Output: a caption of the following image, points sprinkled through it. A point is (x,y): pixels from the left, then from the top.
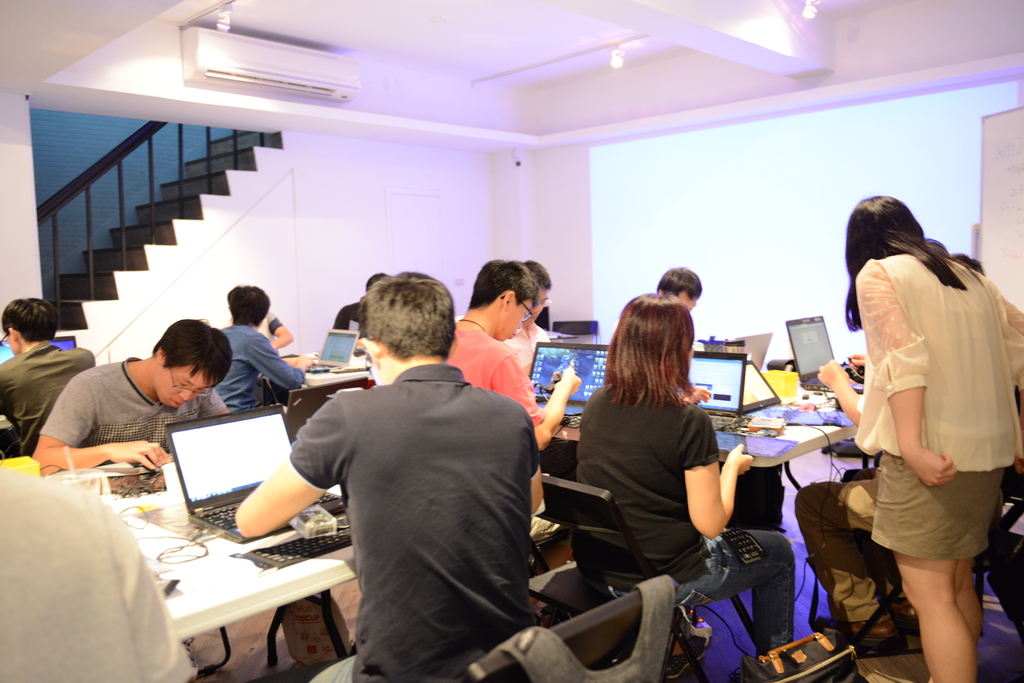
In the right side (971,482) a beautiful girl (974,460) is standing, beside her another girl (627,464) is sitting on the chair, working in the laptop (728,418). On the left side (323,406) a man (486,576) is sitting on the chair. He wore black color t-shirt (486,579). In the top (333,99) this is the A. C (337,86). and below it is a staircase (136,234).
